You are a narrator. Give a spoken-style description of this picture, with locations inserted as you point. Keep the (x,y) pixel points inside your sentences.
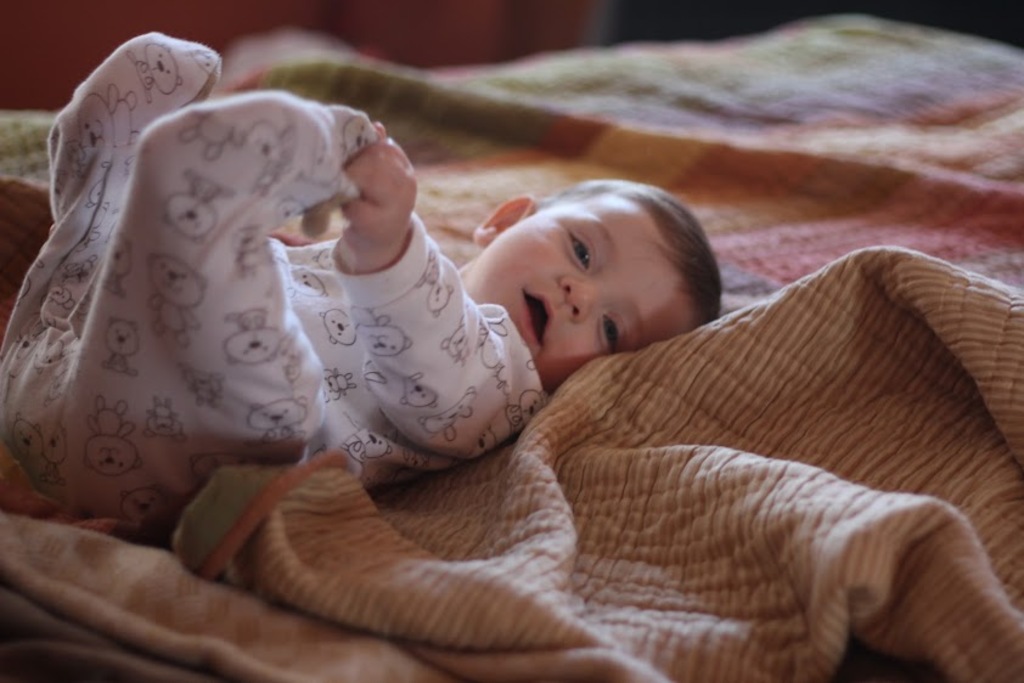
In the picture I can see a baby (304,363) wearing white dress (300,358) is lying on the bed (600,405).
